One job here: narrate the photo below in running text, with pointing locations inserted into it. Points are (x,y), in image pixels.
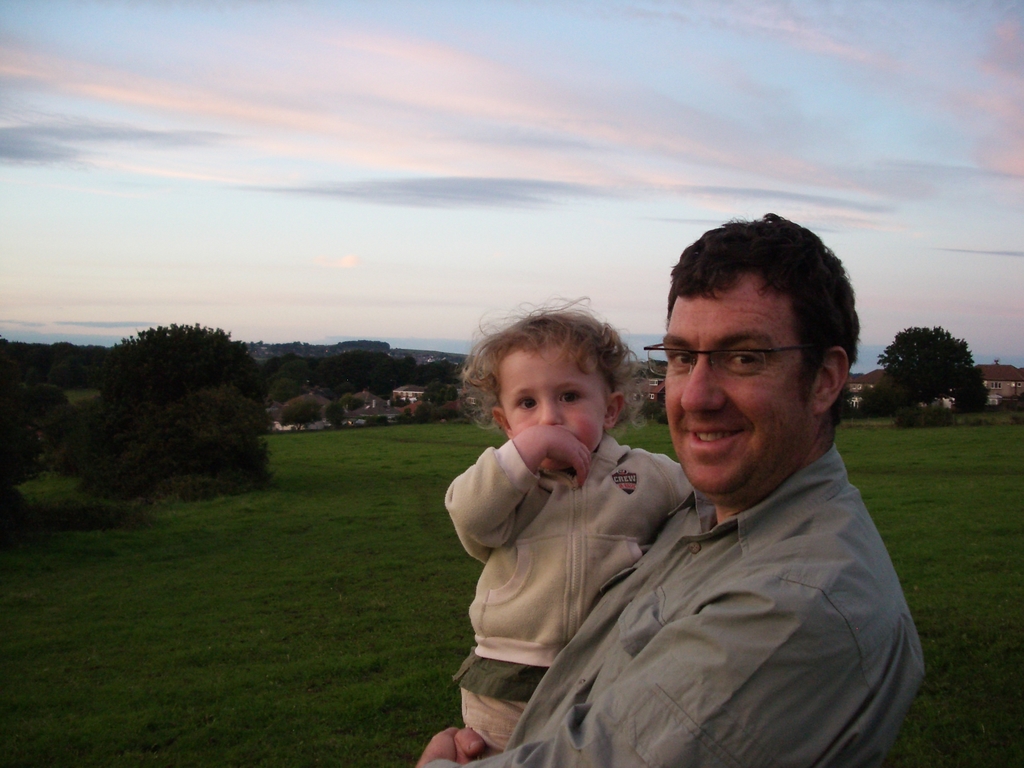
In the foreground of the picture (751,546) there is a person (598,604) carrying a baby (558,539) and there is grass (991,673) also. In the center of the picture (376,344) there are trees (915,408), houses (1007,386) and grass (377,432). In the background (582,212) it is sky (589,174).
